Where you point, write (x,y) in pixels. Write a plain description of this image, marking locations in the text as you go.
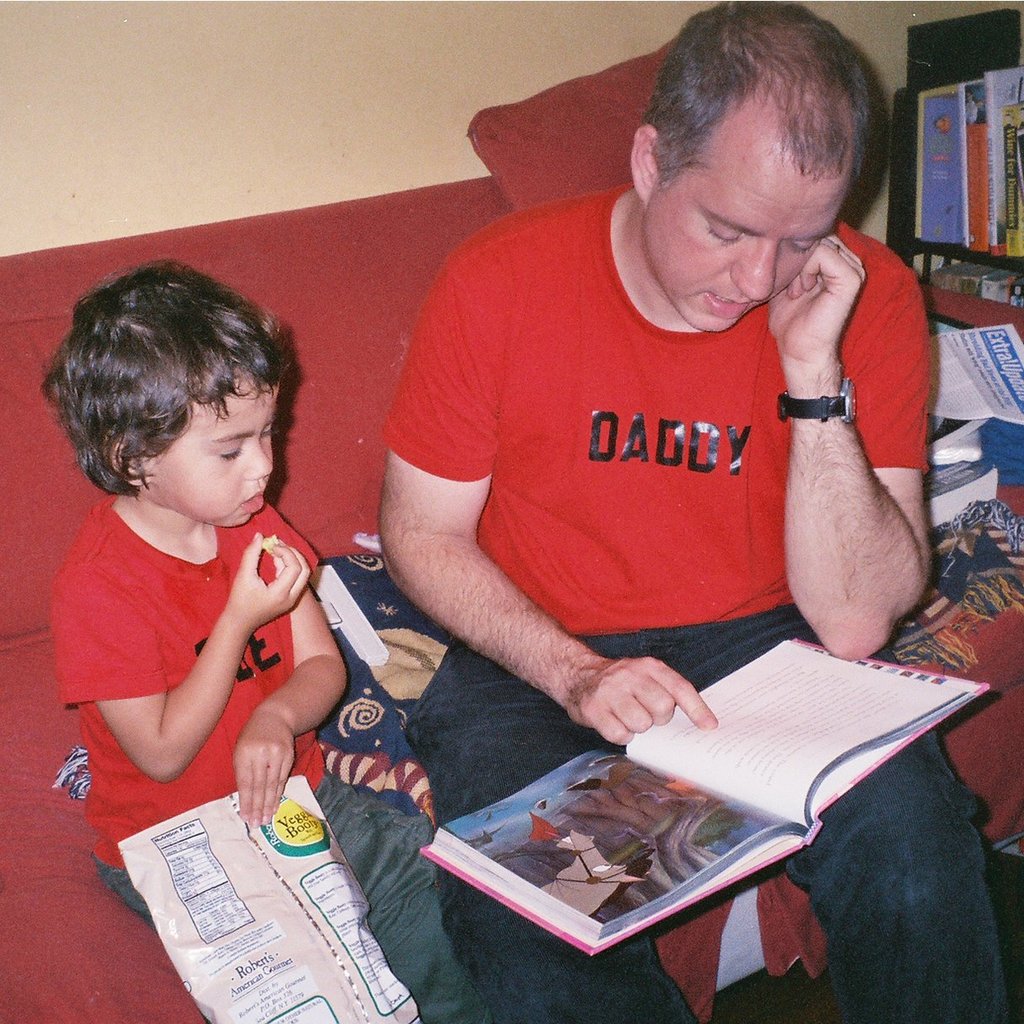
In this image there is a kid (230,661) holding a bag of crisps (287,807) in his hand (268,752), beside the kid (280,711) there is a person (700,530) reading a book (669,752) on the sofa (113,955), beside them there are books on the shelves (895,126), behind them there is a wall (356,150).
